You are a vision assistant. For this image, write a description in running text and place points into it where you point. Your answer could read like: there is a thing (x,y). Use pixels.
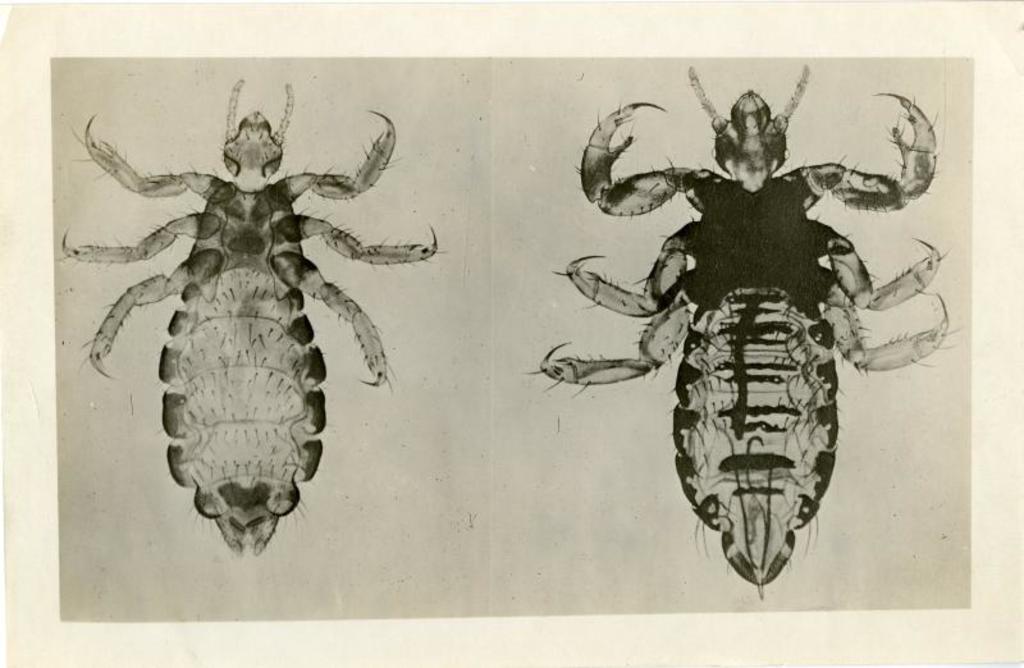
Here we can see a poster (321,234), in the poster (455,217) we can find images (244,380) of an insects (266,364).
